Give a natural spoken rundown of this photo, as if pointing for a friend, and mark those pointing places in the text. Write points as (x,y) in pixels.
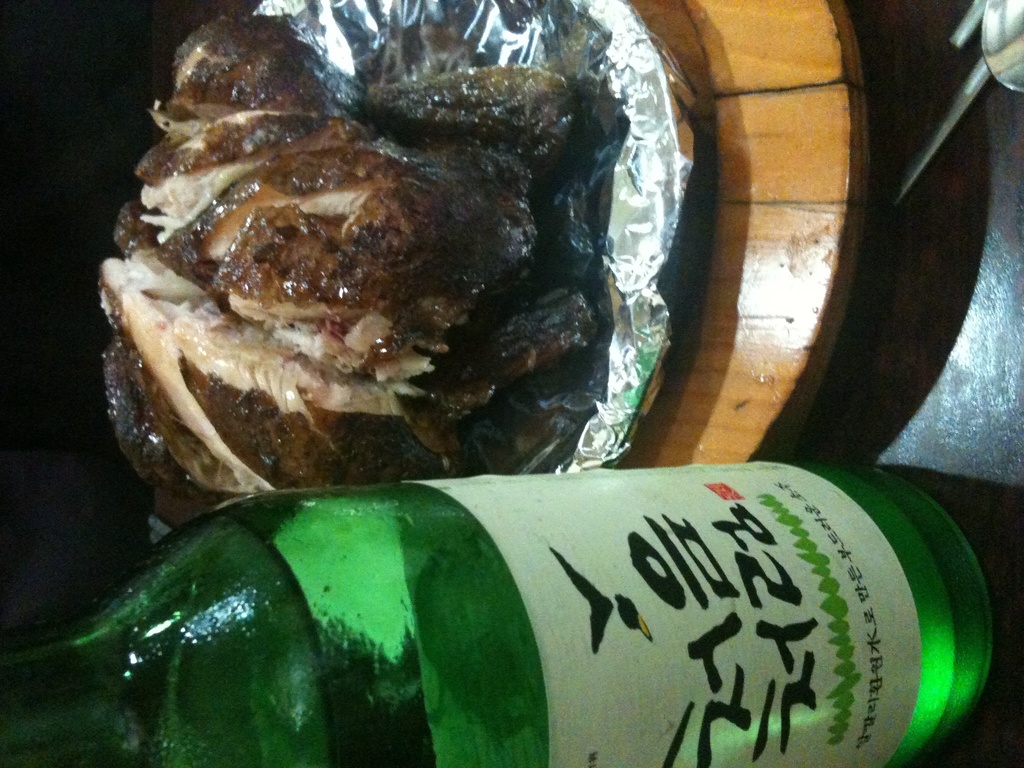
This is wine bottle (481,652) beside to it there is food (410,213) on a plate (684,107).
